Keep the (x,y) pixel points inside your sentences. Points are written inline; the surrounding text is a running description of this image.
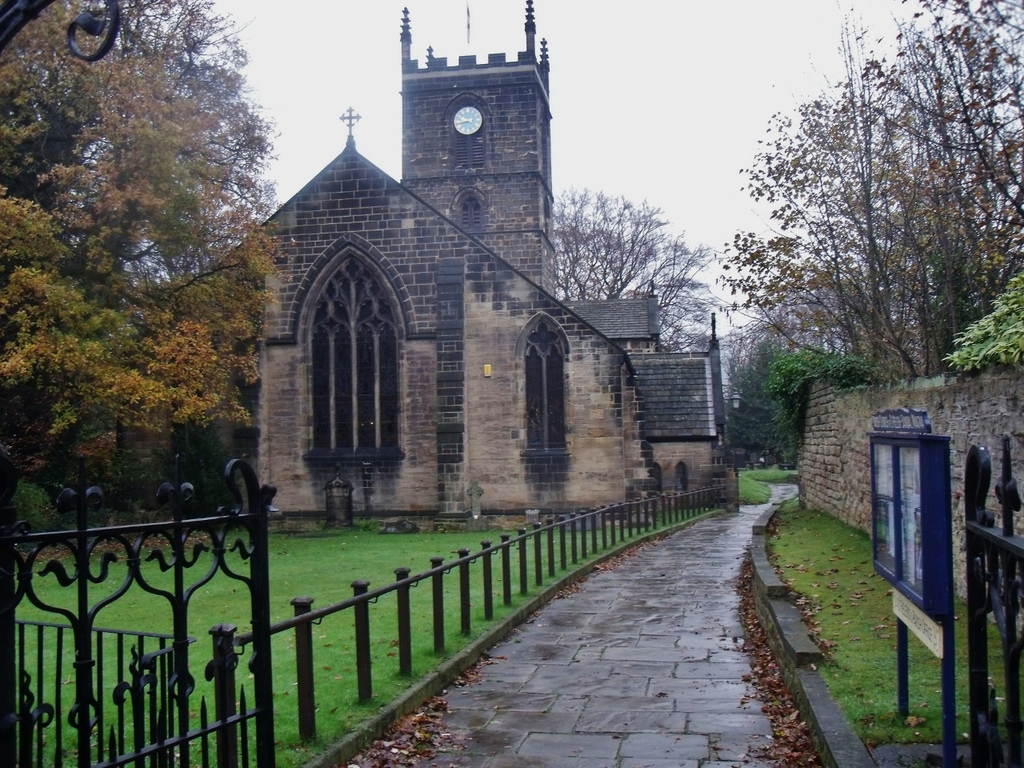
In this image I can see the road (655,626), few leaves (749,564) on the ground (373,618), the railing (465,573), the wall (972,412), few trees (976,242) which are green, brown and orange in color and few buildings (518,299) which are brown and black in color. I can see a clock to the building (482,117) and in the background (630,145) I can see the sky (666,97).
